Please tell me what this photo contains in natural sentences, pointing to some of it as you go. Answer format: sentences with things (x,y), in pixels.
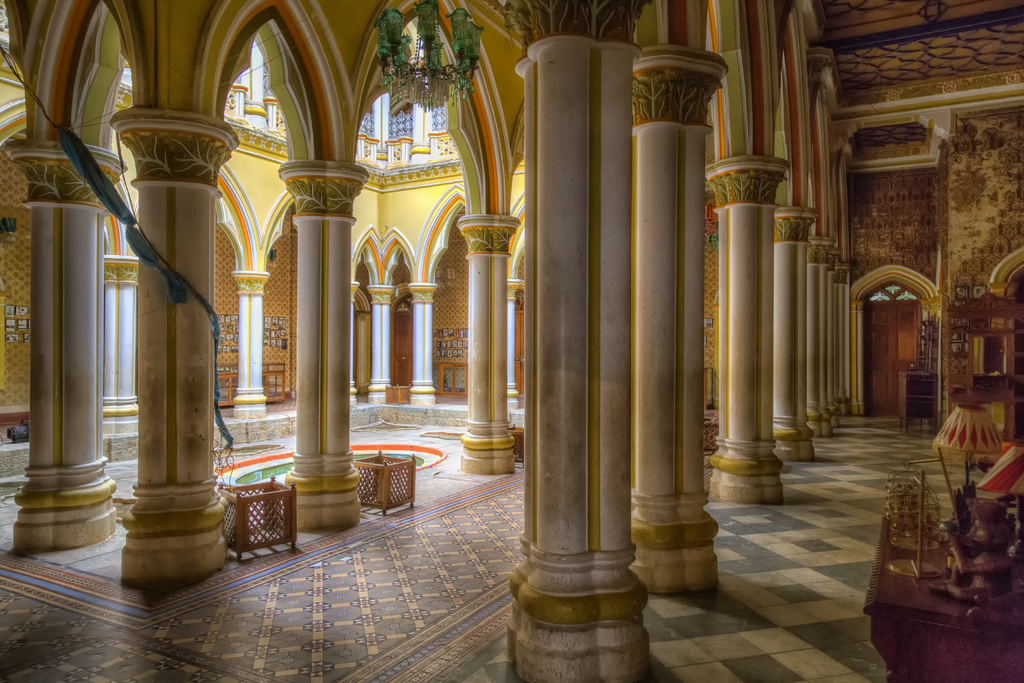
In this image we can see the interior of the house (571,248). There are few objects (959,531) placed on the wooden table (922,662).
